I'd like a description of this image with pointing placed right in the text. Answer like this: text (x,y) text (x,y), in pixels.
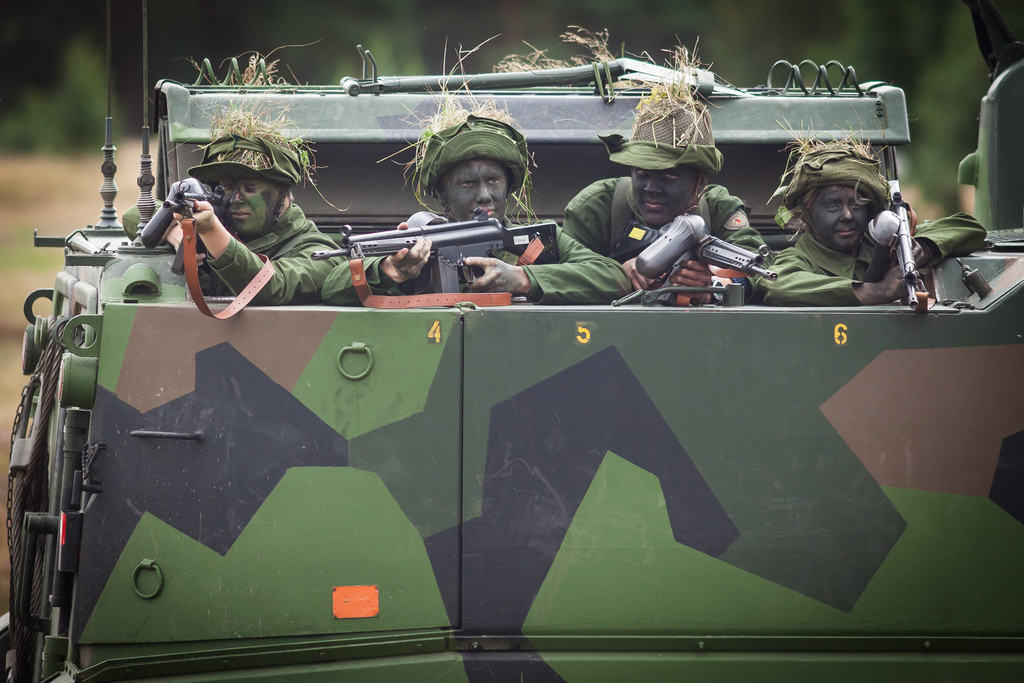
In this picture we can see there are four persons (598,216) on a vehicle (761,227) and the people (244,197) are holding guns (664,258). Behind the vehicle (373,109) there is the blurred background (39,95).
